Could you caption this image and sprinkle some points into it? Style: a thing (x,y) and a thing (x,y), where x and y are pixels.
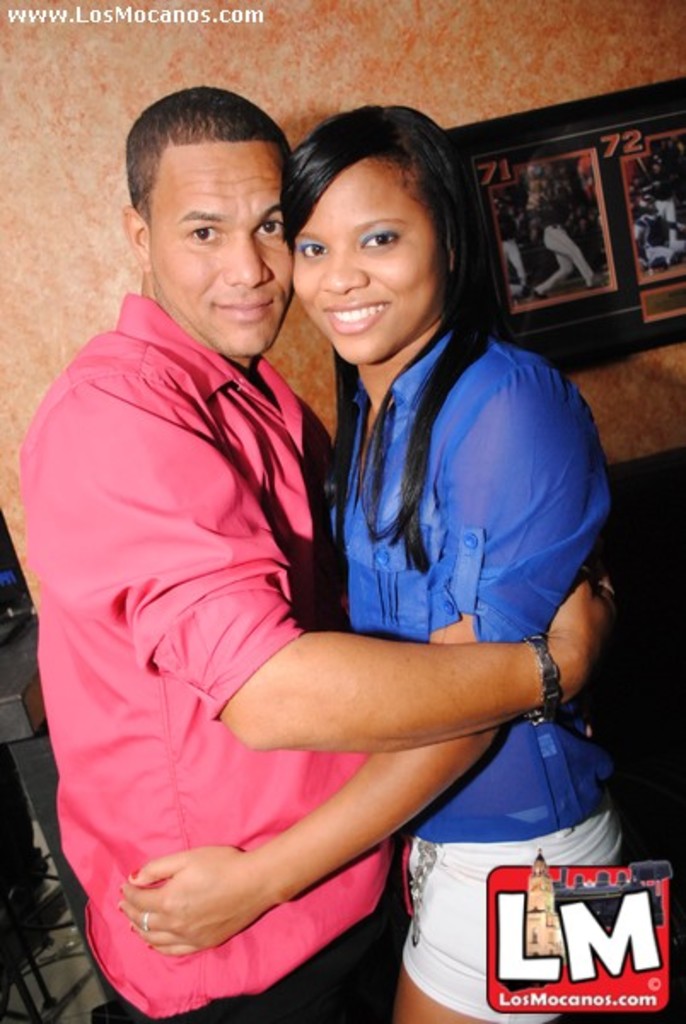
In this image, there are two people (129,744). We can also see an object (22,733) on the left (19,689). In the background (98,240), we can see the wall (468,78) with frames (677,179). We can also see a watermark (642,983) on the bottom right corner (648,1003).
